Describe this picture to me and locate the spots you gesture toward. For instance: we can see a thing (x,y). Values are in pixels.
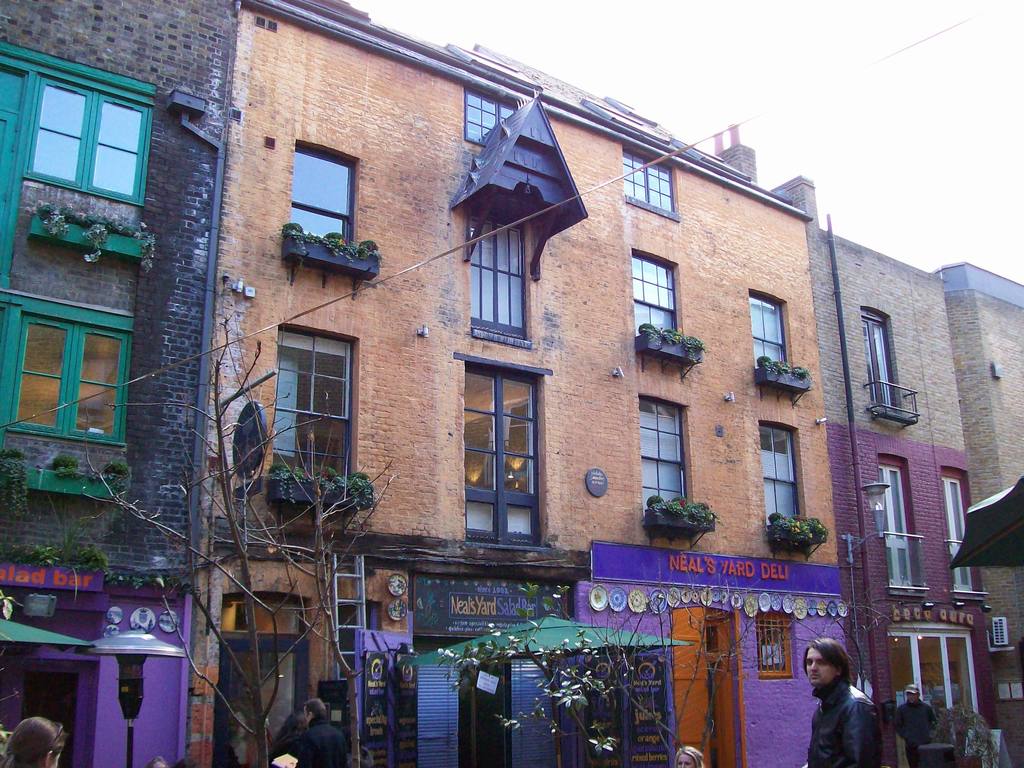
In this image, there are a few buildings (507,678). We can see some dried trees (599,671) and plants (577,642). We can see some boards (493,616) with text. There are a few people (293,723) and tents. We can see some poles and a wire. We can see an object (1016,562) on the right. We can also see the sky (885,47).
